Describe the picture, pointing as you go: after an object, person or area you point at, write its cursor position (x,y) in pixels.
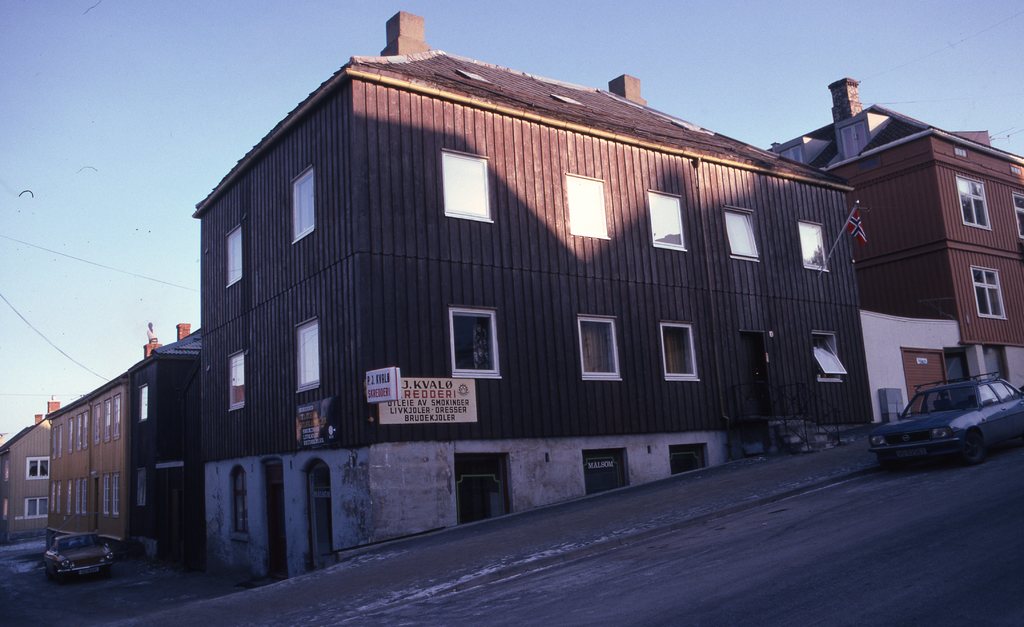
As we can see in the image there are buildings (352,275), cars (962,396), windows (468,362) and banners (381,411). On the top (186,128) there is a sky (130,138).
